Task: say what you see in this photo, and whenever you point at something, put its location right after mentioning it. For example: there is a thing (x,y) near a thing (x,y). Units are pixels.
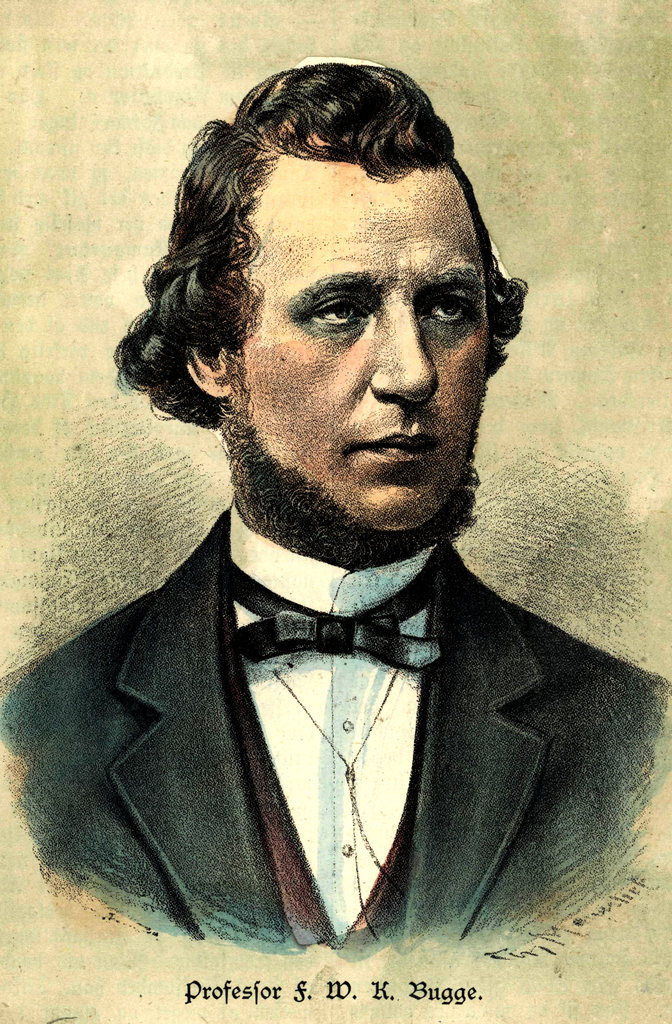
In this image I can see a painting (335,450) of a man (347,619). Here I can see a watermark (354,995).
